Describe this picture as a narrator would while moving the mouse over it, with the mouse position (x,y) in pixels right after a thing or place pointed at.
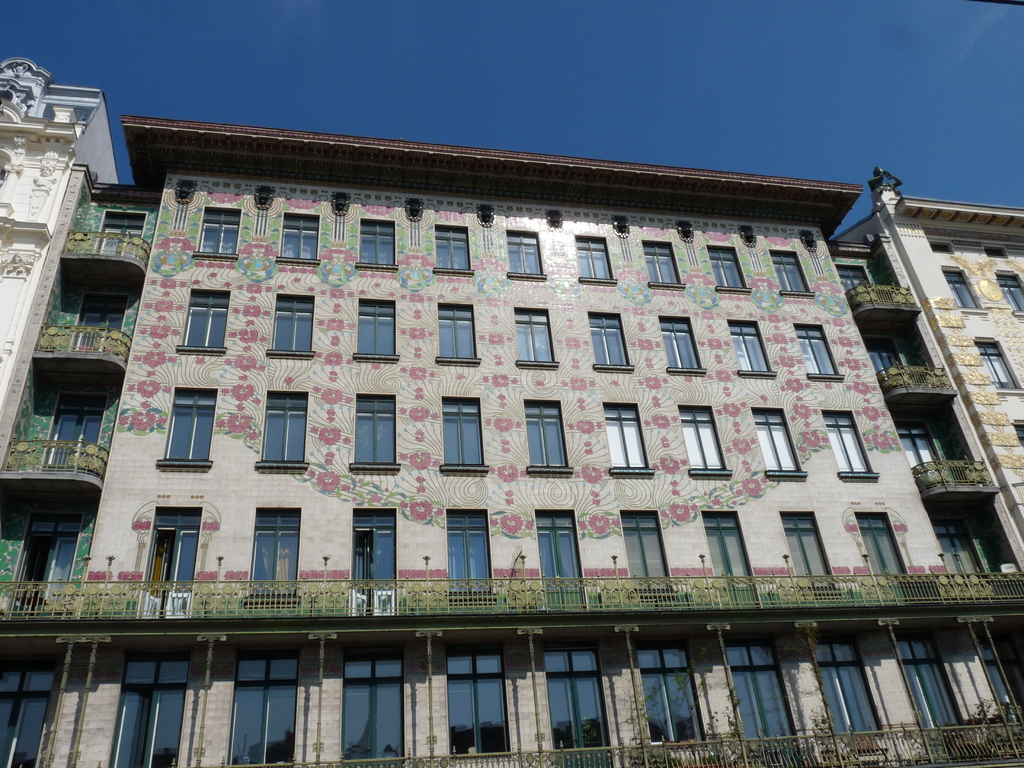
In this picture I see a building (207,557) in front (163,652) on which there are number of windows (698,462) and I see the designs (433,361) on it. In the background (664,51) I see the clear sky (664,51).
